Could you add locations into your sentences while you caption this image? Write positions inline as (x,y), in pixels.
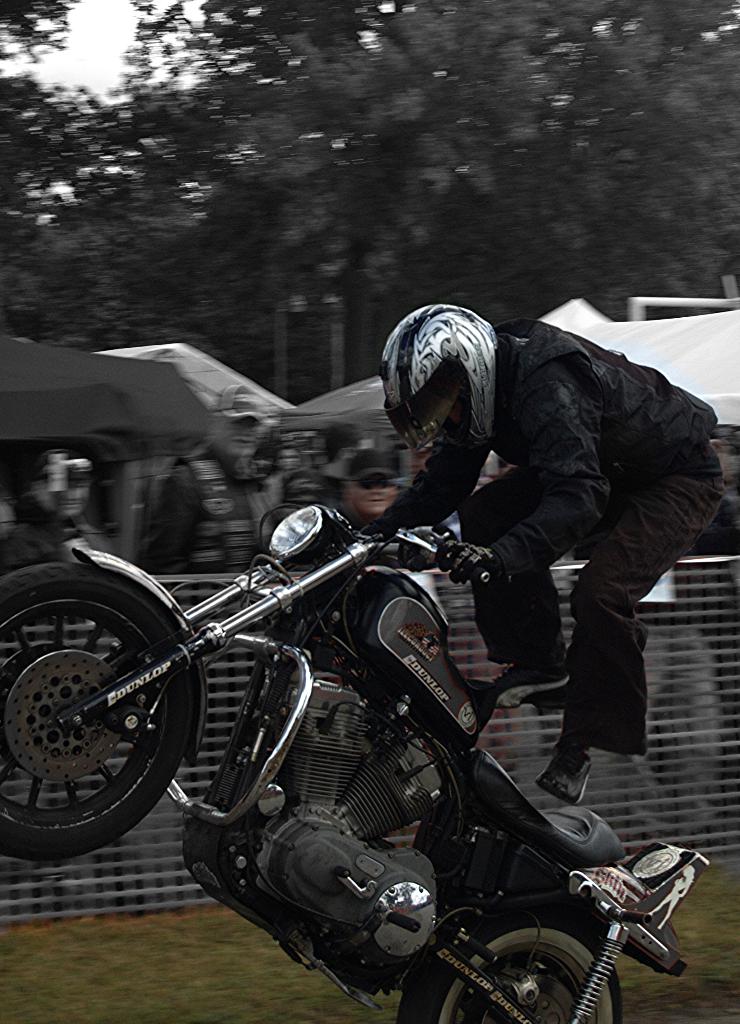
In this picture we can find man (679,459) on the bike (568,836) doing stunt. In the background (565,132) we can find a railing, some tents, trees (248,275), and sky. A man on the bike (468,711) is wearing a helmet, and a black jacket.
